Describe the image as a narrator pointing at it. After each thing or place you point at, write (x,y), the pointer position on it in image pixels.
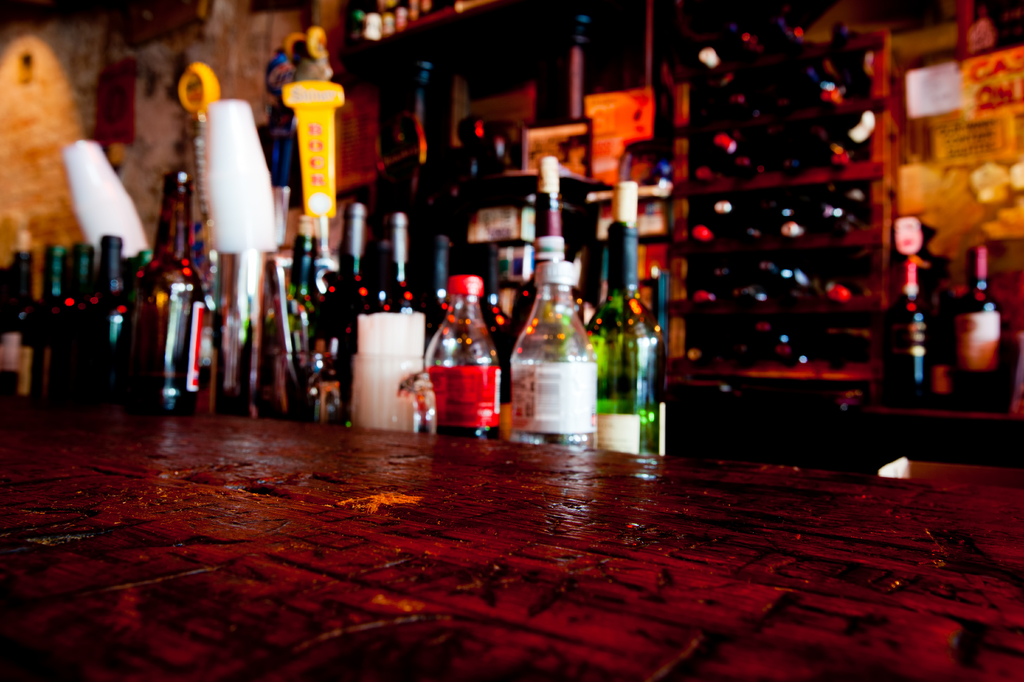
In this picture there are some water bottles (481,362) and wine bottles (608,373) placed on the tables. Here is the table (518,516). In the background (819,360). There are some bottles (977,348) placed in the shelf (539,202) and a wall (168,114) here.
